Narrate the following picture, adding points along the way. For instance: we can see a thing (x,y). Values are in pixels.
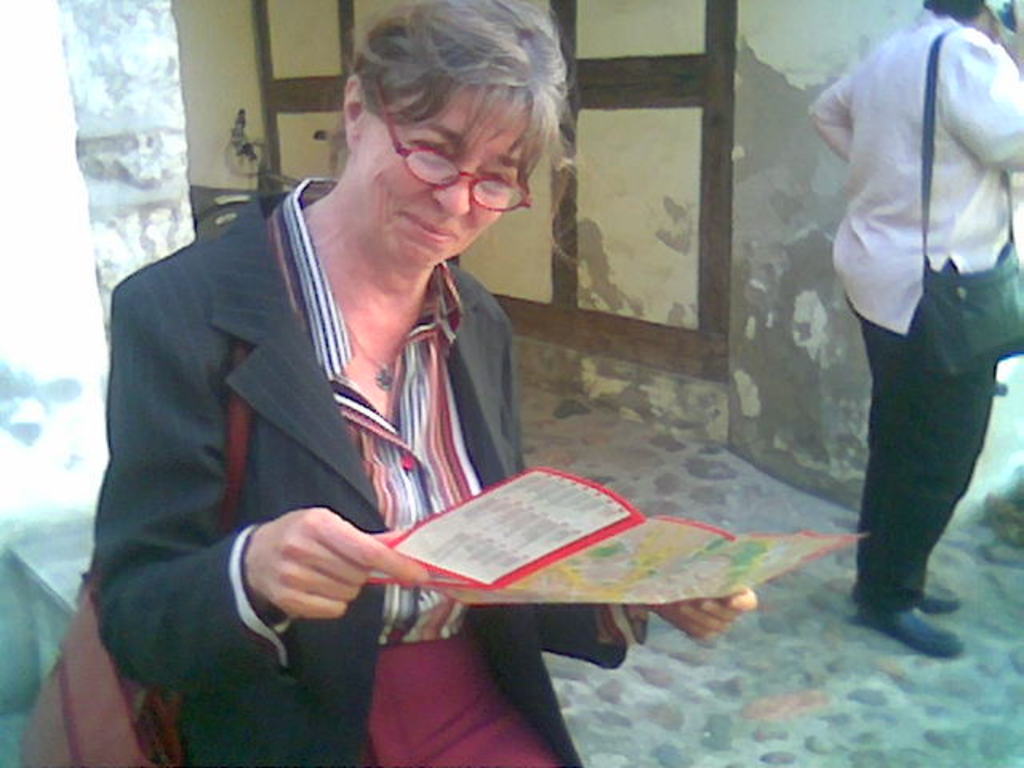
In this picture we can see a woman (168,293) wearing a handbag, spectacles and holding a paper (622,508) in her hands (327,608). We can see a person (916,262) wearing a bag (1002,266) and holding an object (1008,17) in the hand (1021,23) visible on the right side (874,108). There are walls (571,185) and a few objects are visible in the background (625,78).
